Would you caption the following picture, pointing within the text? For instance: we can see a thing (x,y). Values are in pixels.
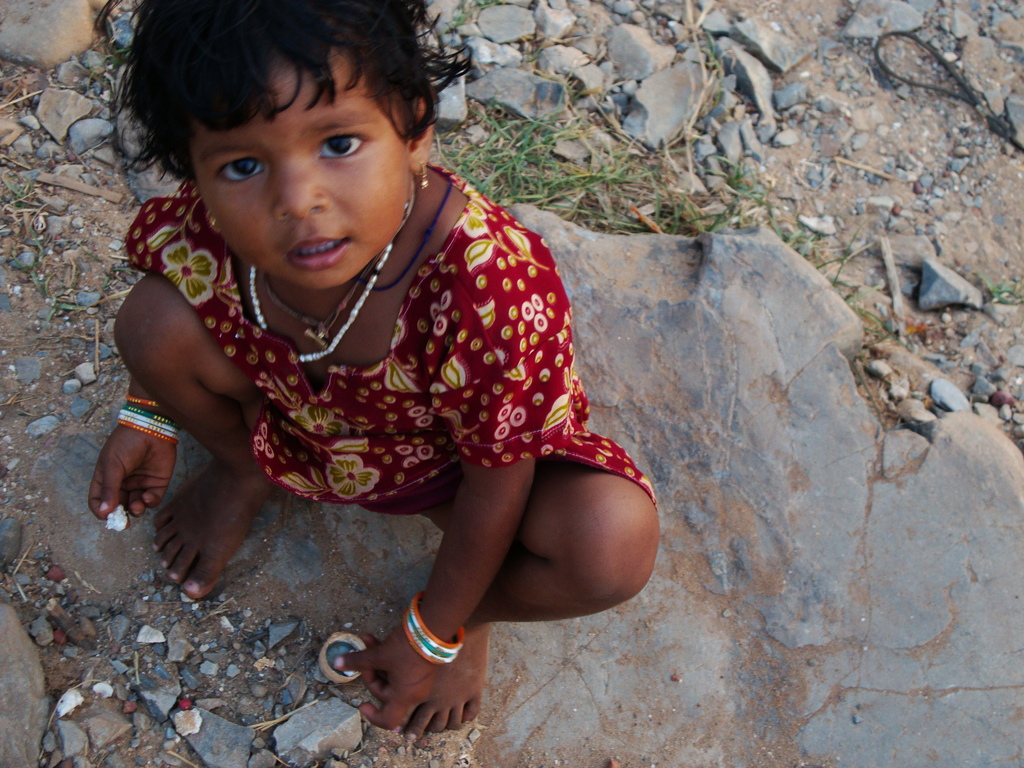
In this picture there is a girl (474,450) with red dress (416,366) is sitting and holding the object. At the bottom (734,740) there is grass (695,198) and there are stones (741,408).
